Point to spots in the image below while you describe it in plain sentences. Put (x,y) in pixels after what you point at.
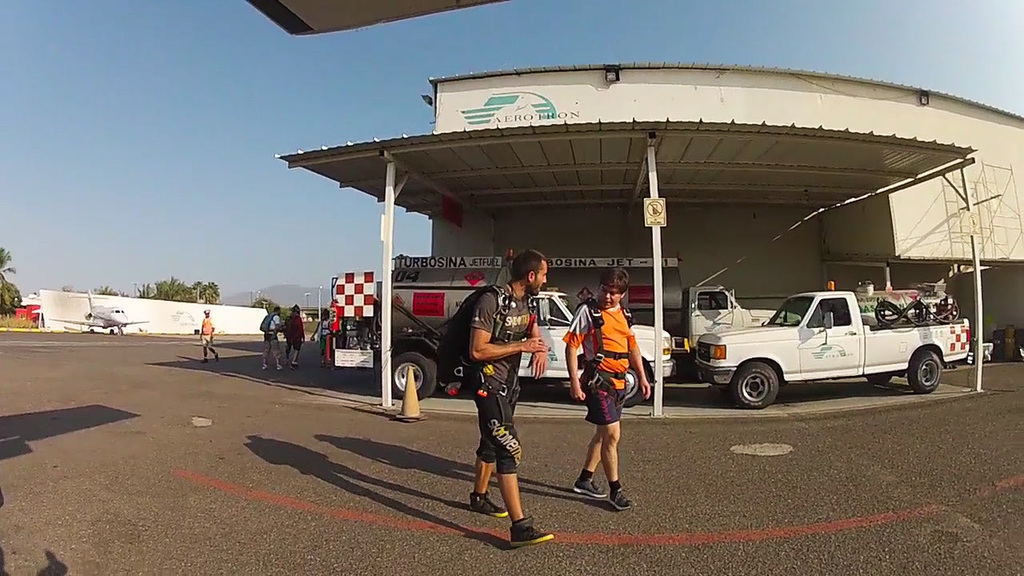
In this image we can see a shed (676,183), hills (243,298), trees (182,288), street poles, street lights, aeroplane (105,311), motor vehicles (339,340), grass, name boards (526,117) and persons (480,442) walking on the road (413,441).
